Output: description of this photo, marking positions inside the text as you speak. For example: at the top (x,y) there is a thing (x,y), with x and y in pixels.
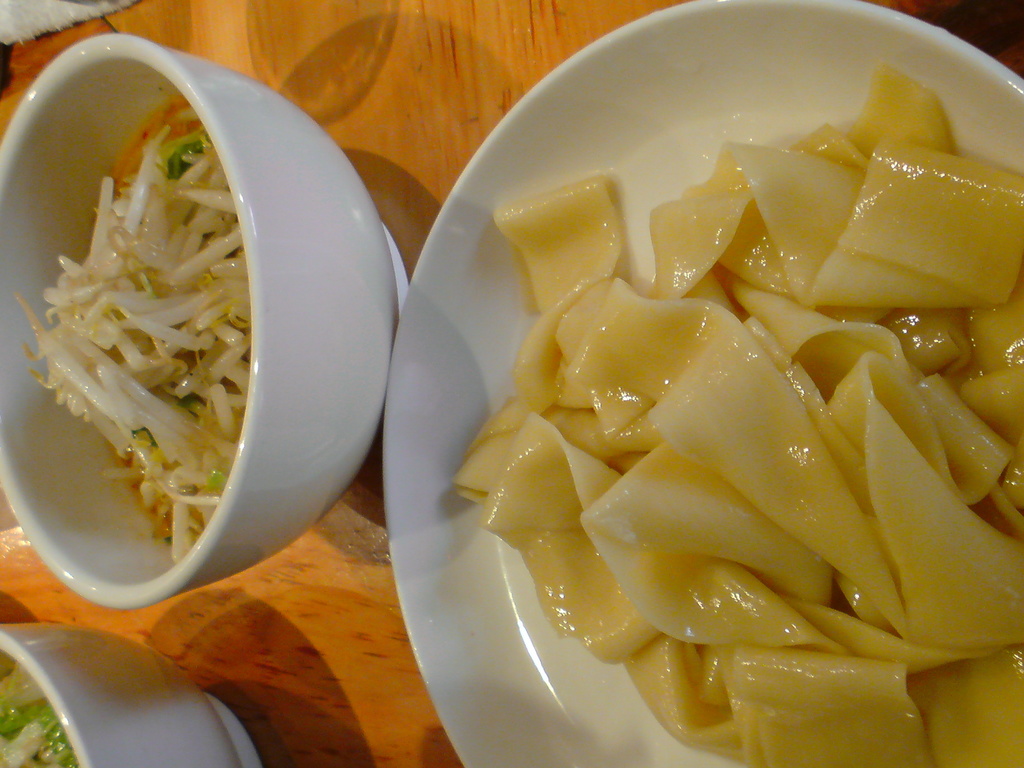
We can see plate (481,233), bowls (306,468) and food (223,302) on the wooden surface (243,42).
